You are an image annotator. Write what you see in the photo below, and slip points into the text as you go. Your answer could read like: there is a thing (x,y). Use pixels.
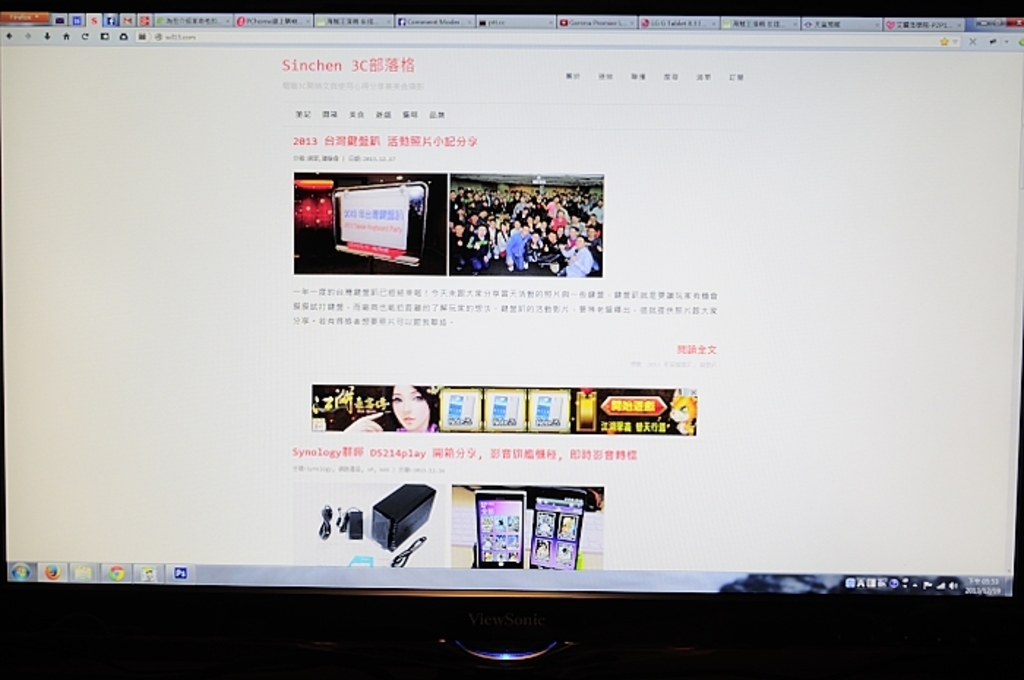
In this image we can see some text (408,454) and some images (483,245) on the screen (407,431) of a monitor (800,532).
